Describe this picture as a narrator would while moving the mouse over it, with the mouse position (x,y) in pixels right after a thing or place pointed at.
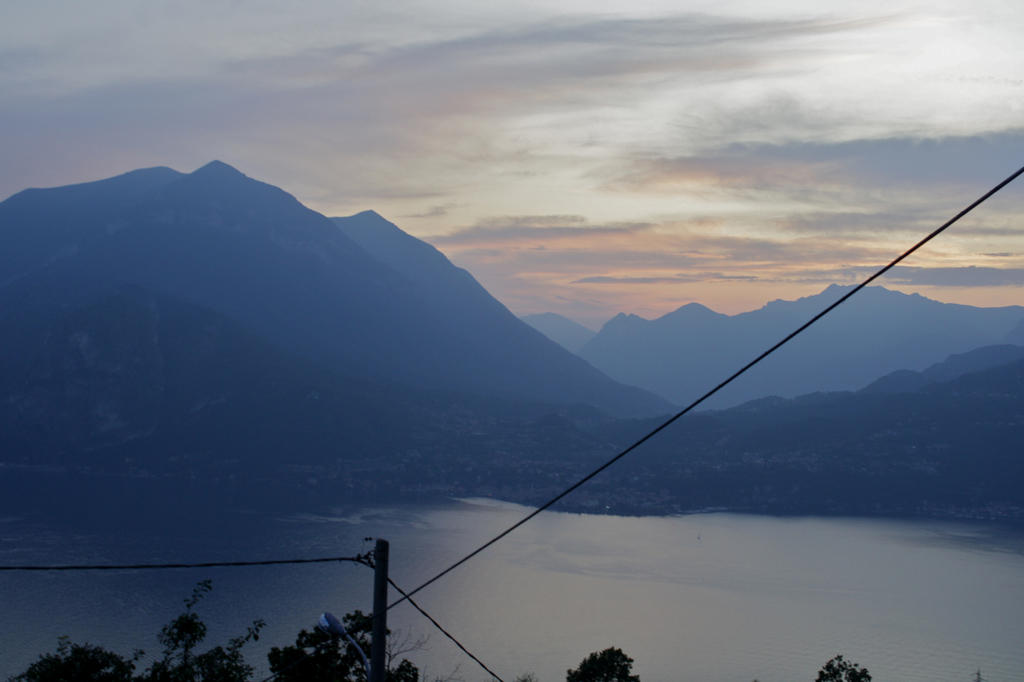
In this image, we can see some trees (336,643), we can see water (351,565), there are some mountains (647,360), at the top (480,84) there is a sky (498,94).
